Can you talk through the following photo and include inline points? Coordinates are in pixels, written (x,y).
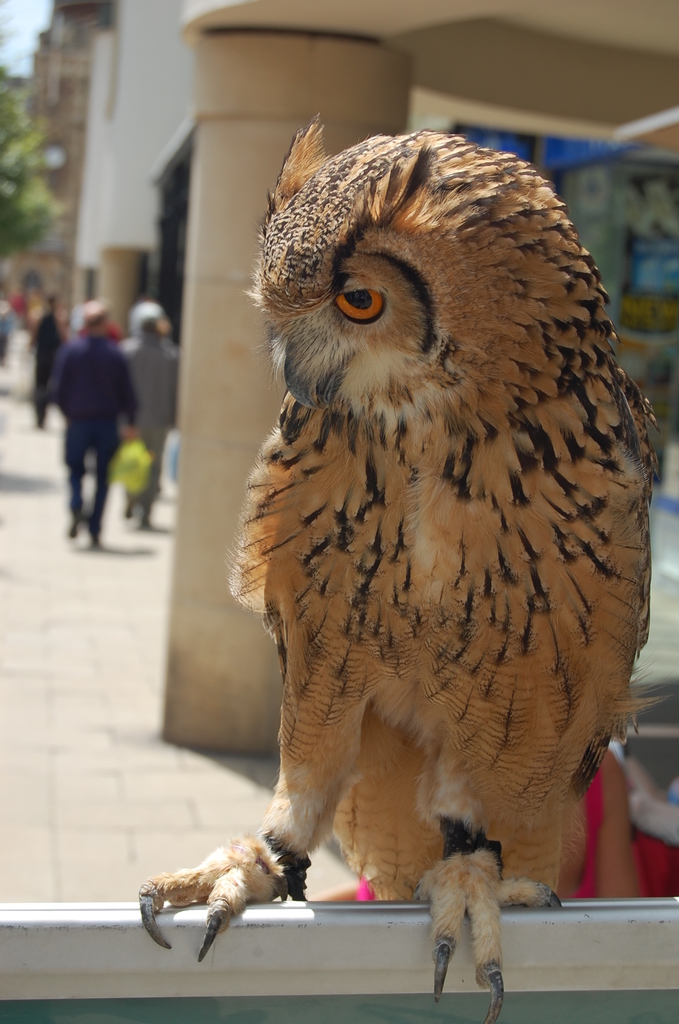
In this picture we can see a owl (420,667) on the metal rod (386,924), in the background (53,193) we can see few people (69,435) are walking on the pathway (102,660), and also we can see few buildings (143,178) and trees (21,187).
